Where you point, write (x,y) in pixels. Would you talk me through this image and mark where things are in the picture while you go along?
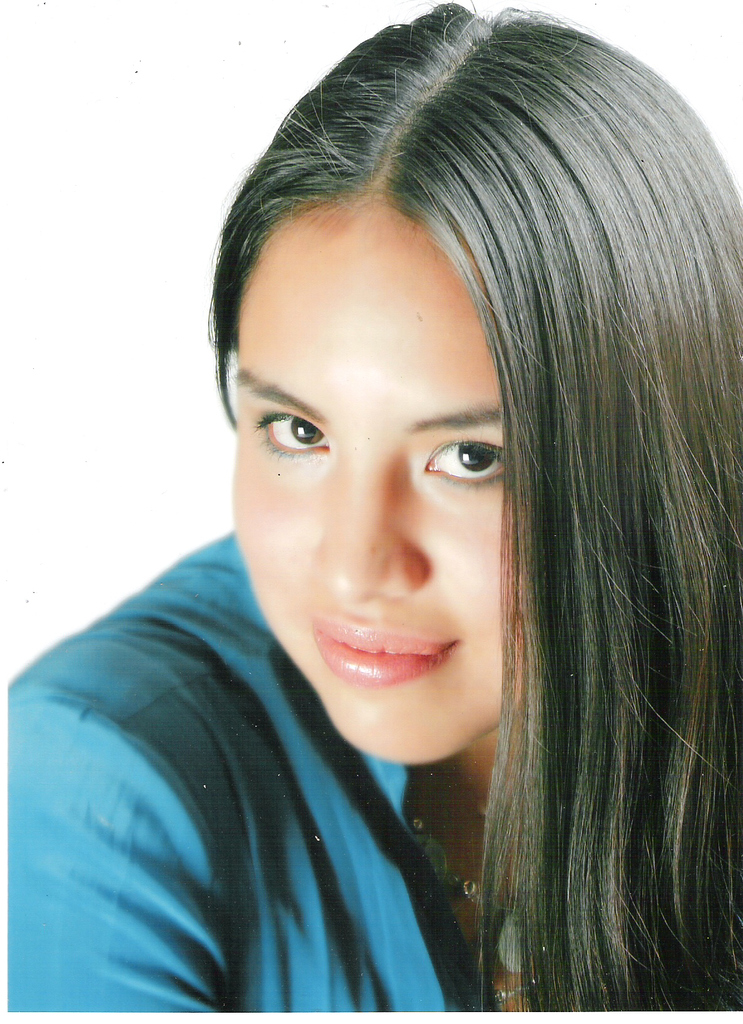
In the center of the image (352,655) we can see one woman (296,760) smiling, which we can see on her face (443,731). And we can see she is in a blue color top (291,855).
